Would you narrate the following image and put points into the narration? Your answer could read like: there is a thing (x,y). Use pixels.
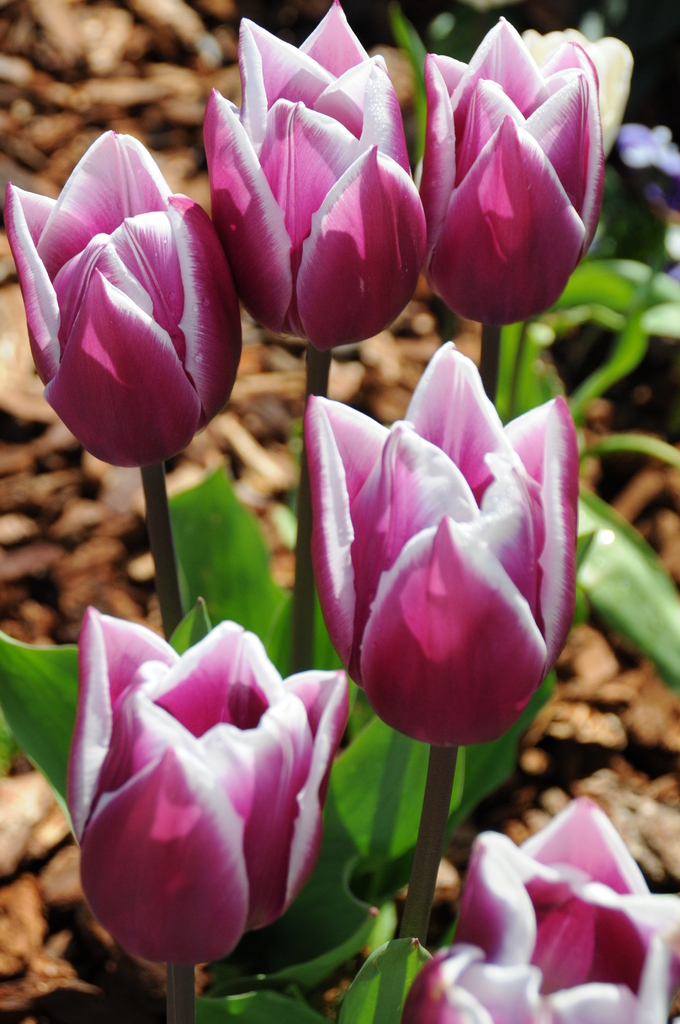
At the bottom of this image (429,1012), there are plants (439,978) having pink color flowers (321,495) and green color leaves (52,736). And the background (430,25) is blurred.
